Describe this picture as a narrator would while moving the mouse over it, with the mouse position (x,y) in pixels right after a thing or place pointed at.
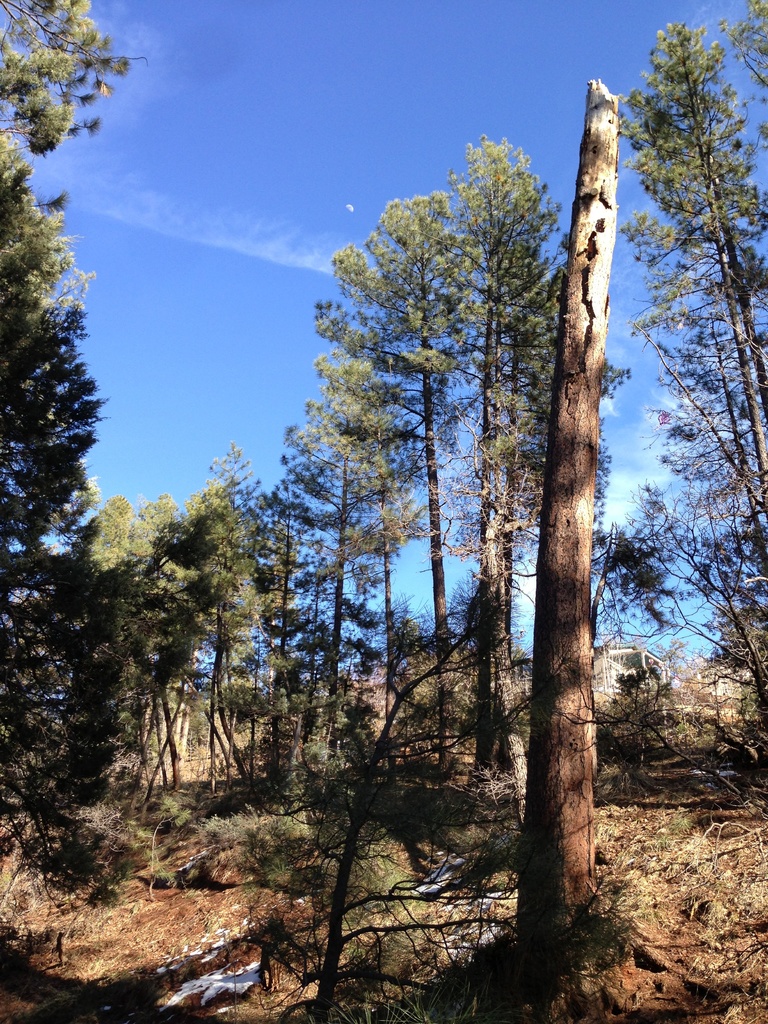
In this image there are trees (425,677) and there is dry grass (719,896) on the ground (471,853) and we can see the clouds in the sky (335,178).
